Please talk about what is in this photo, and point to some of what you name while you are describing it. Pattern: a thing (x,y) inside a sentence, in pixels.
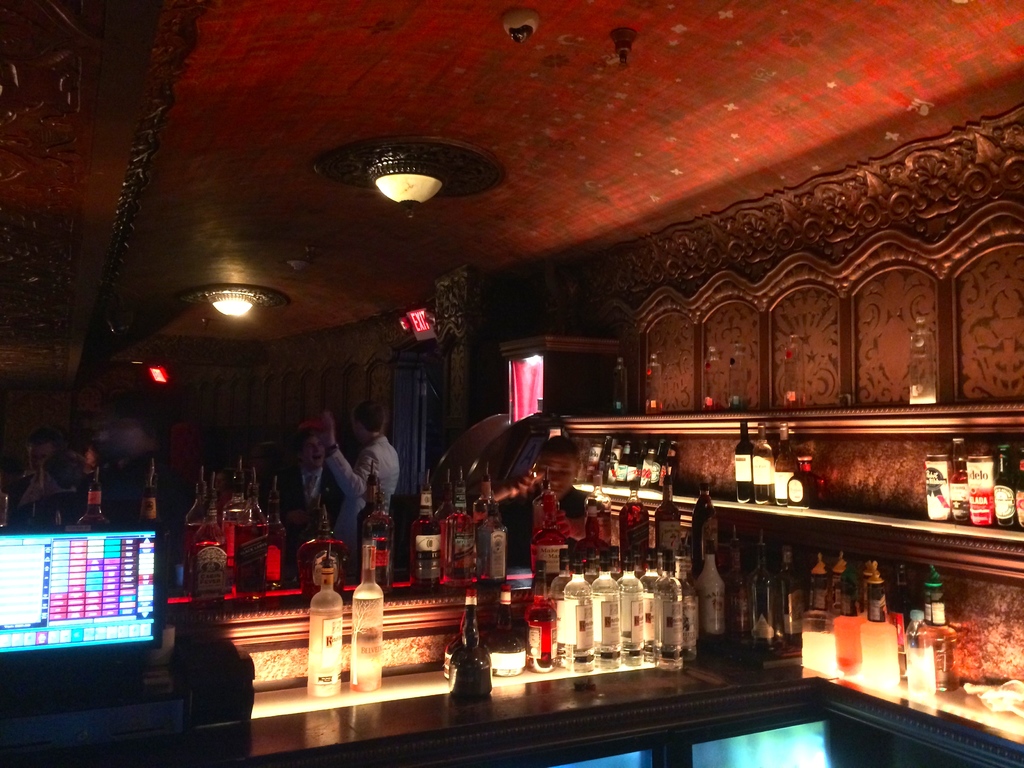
In this image there are alcohol bottles (572,571) on the counter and shelves (521,578) in a bar (714,482), on the counter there is a monitor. In front of the counter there are a few people (370,405) standing. At the top of the image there are lamps (431,154) and cameras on the rooftop (659,213).
